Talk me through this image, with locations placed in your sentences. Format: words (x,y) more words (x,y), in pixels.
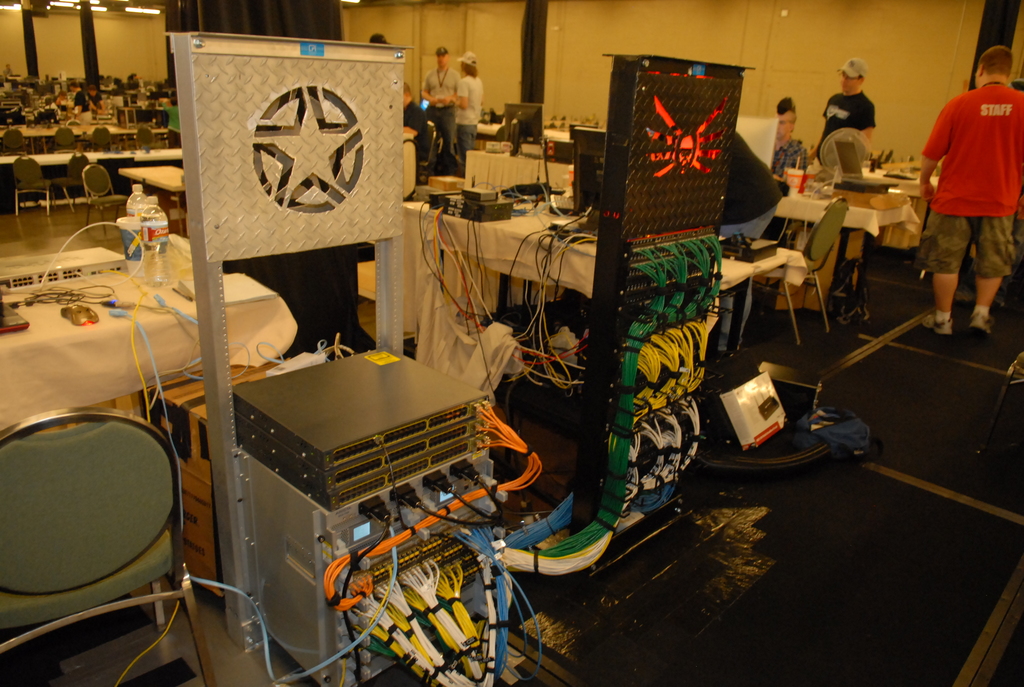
In this image, we can see so many tables (488,282) covered with cloth (59,372). So many things (885,192) and objects (847,137) are placed on it. Here we can see some rods (208,429), machines (728,239), wires (479,545), chairs (2,576), few people (999,115). At the bottom (839,498), we can see a floor (817,622). Background (613,20) there is a wall (611,35).
